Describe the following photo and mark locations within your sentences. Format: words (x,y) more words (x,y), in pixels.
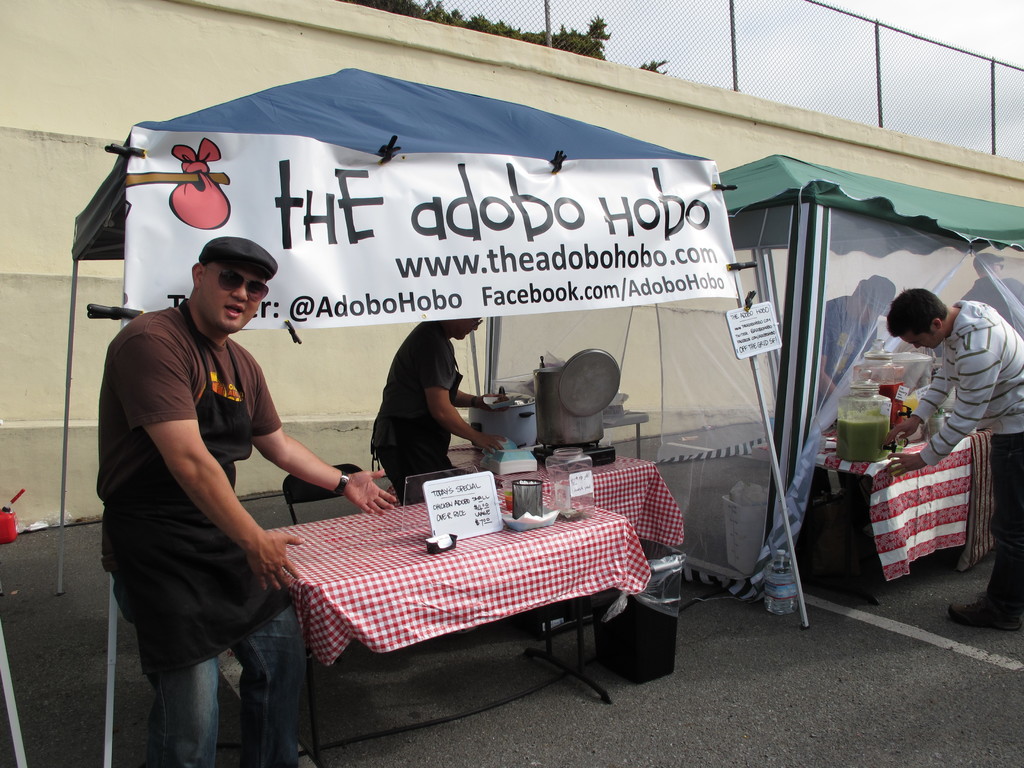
As we can see in the image there is a sky (939,26), fence (750,48), tree (566,42), banner (513,226), yellow color wall (18,331) and three people (243,411) over here and there are tables (490,588). On table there is a bottle (861,424), cooker (547,419), poster (455,533) and a box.
